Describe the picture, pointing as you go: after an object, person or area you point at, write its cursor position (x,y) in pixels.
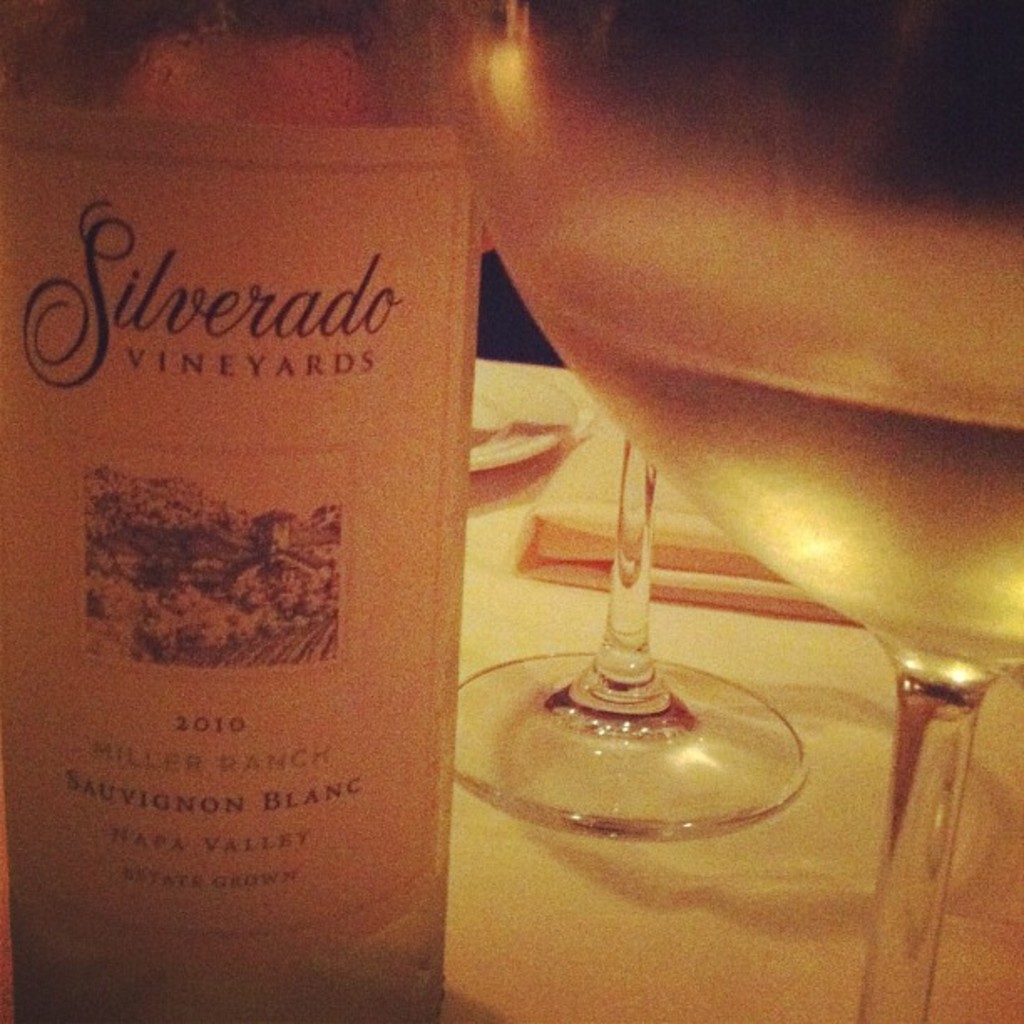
In this image on the left side (245,473) there is one bottle (428,655) and on the right side (747,476) there are some glasses (709,510), and at the bottom (625,892) there is a table (649,912).
